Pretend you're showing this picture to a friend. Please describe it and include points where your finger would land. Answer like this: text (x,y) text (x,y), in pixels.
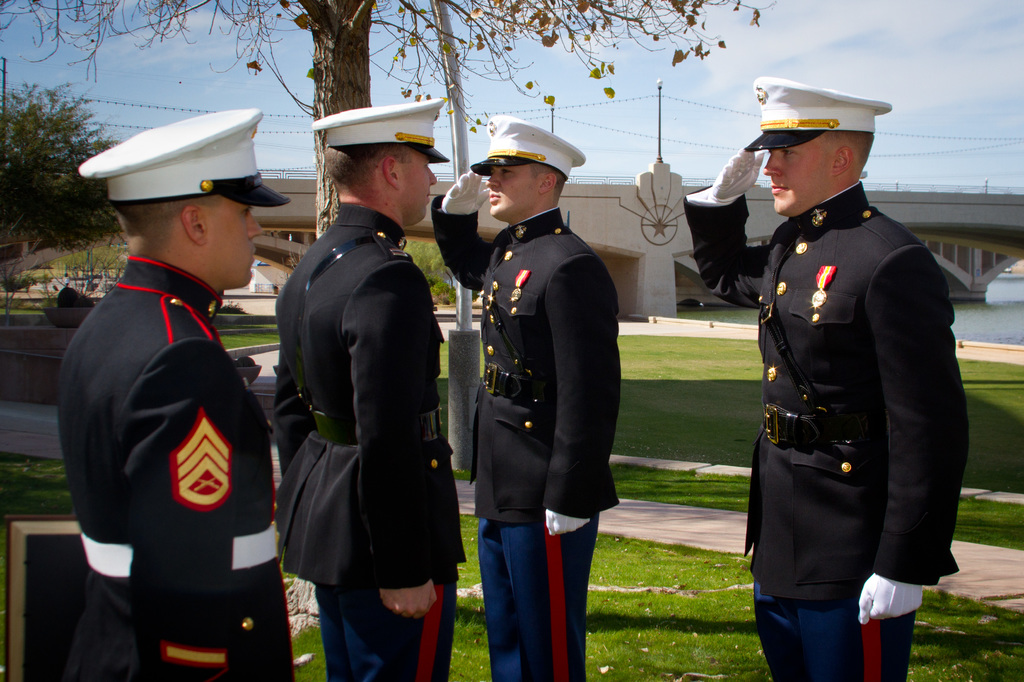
This picture is clicked outside. In the foreground (254,214) we can see the group of persons (545,270) wearing uniforms (578,375) and standing. We can see the green grass (648,355), trees (504,22), sky (718,57), lights (658,86) attached to the poles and a water body (1001,294) and the bridge (1002,230) and some other items (36,610).
